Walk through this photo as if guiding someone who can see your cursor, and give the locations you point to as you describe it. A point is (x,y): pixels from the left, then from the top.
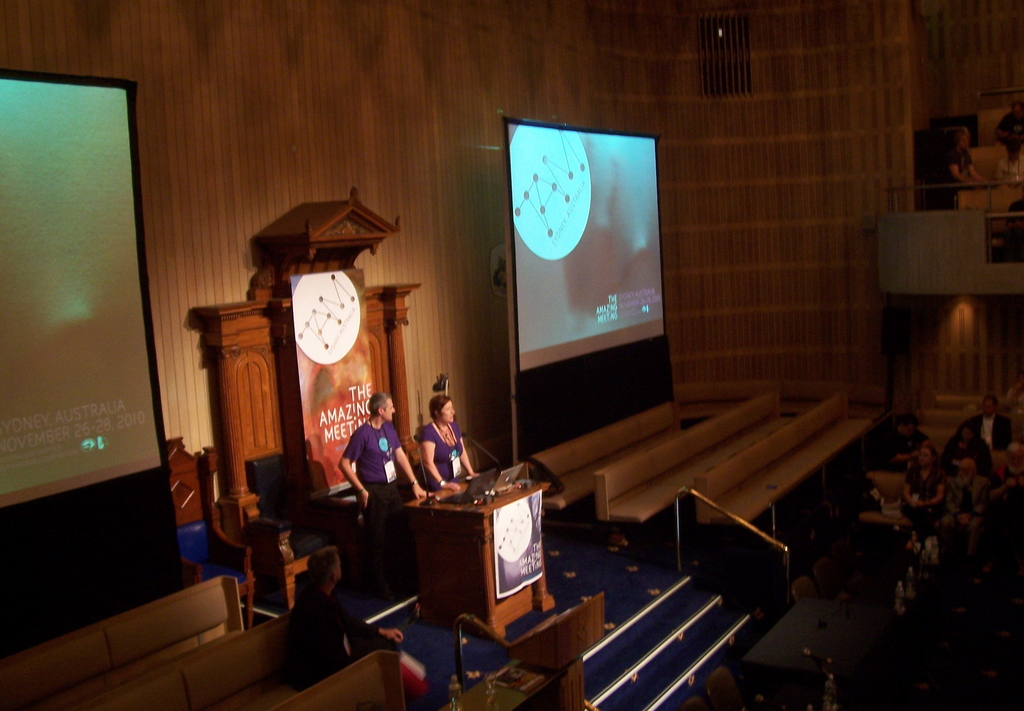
In this image we can see a few people (372,506), among them two people (391,472) are standing in front of the podium (432,525), on the podium (441,504), we can see, mics (499,467), laptops (501,483) and other objects (490,494), there are two projectors (511,231) with some text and images (591,210), also we can see the benches (625,481) and posters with text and images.
